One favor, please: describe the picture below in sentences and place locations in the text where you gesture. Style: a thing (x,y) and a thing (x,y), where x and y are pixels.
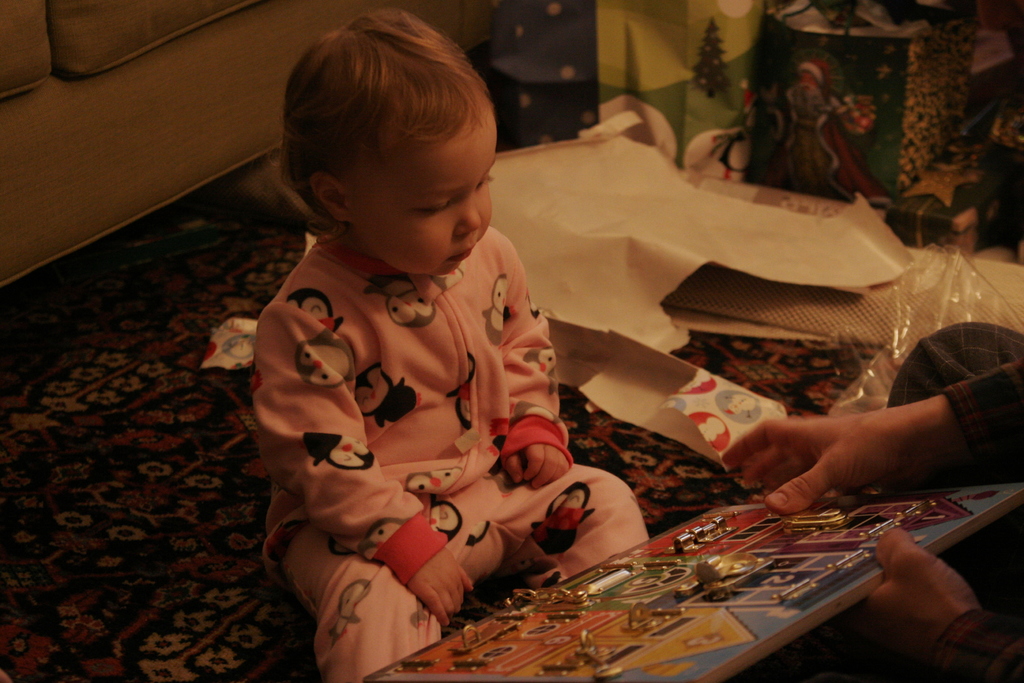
In this image we can see a kid (378,397). On the right (973,605) we can see a person (972,593) holding an object (690,561). In the background (11,36) there is a sofa (32,55) and we can see bags (728,83). At the bottom (133,569) there is a carpet (111,522).
